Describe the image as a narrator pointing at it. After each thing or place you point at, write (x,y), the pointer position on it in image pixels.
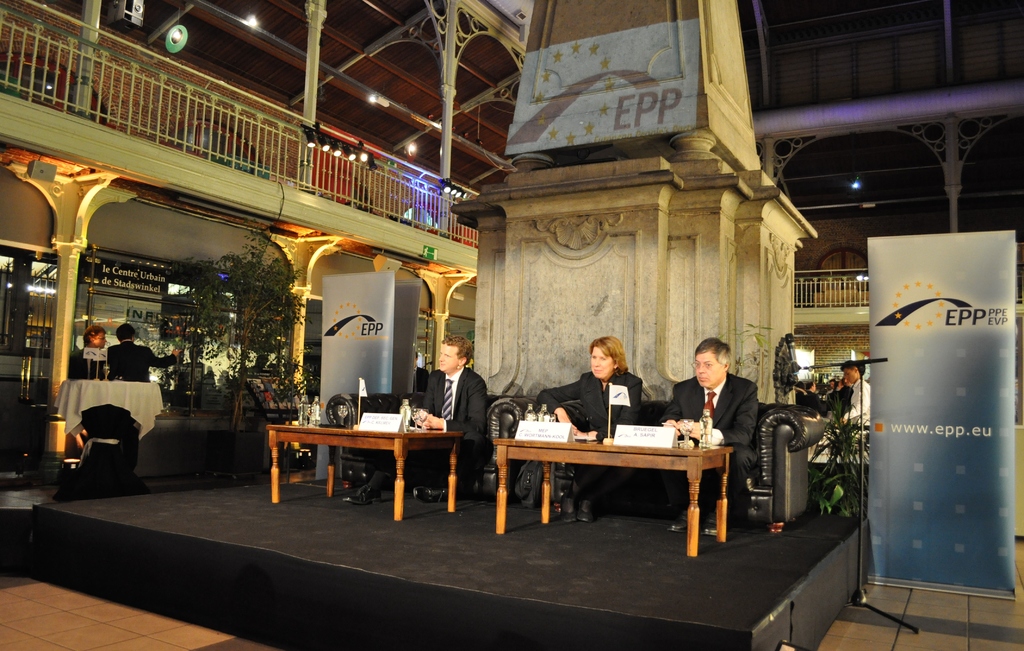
Two men (461,374) and a woman (631,400) are sitting in sofa (509,416) at two tables (672,455) on a stage (447,524). There are few people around them.
